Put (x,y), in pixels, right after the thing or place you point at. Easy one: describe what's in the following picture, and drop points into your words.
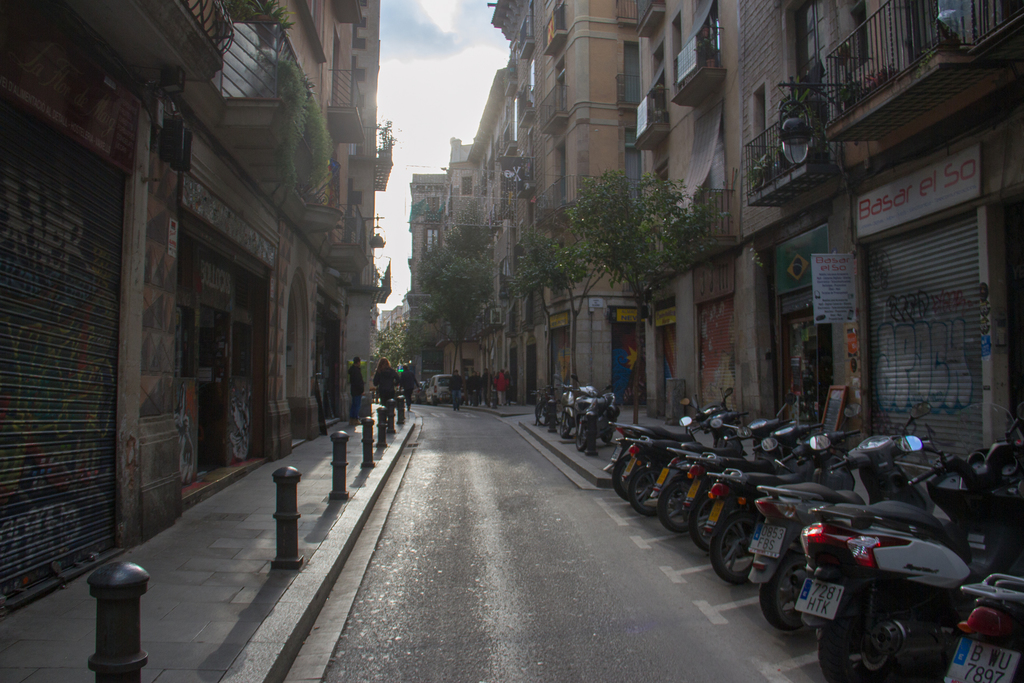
In the middle (427,451) we can see the road (453,532) and on the right side (717,518) we can see bikes (770,526) parked on the road (554,456) and there are trees (526,273). On the left (294,292) and right side (903,320) we can see buildings (351,195), hoardings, fences (370,147), plants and other objects (92,358). In the background (386,387) there are few persons (377,376) standing on the road (657,678), vehicles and clouds (427,60) in the sky (385,22).
